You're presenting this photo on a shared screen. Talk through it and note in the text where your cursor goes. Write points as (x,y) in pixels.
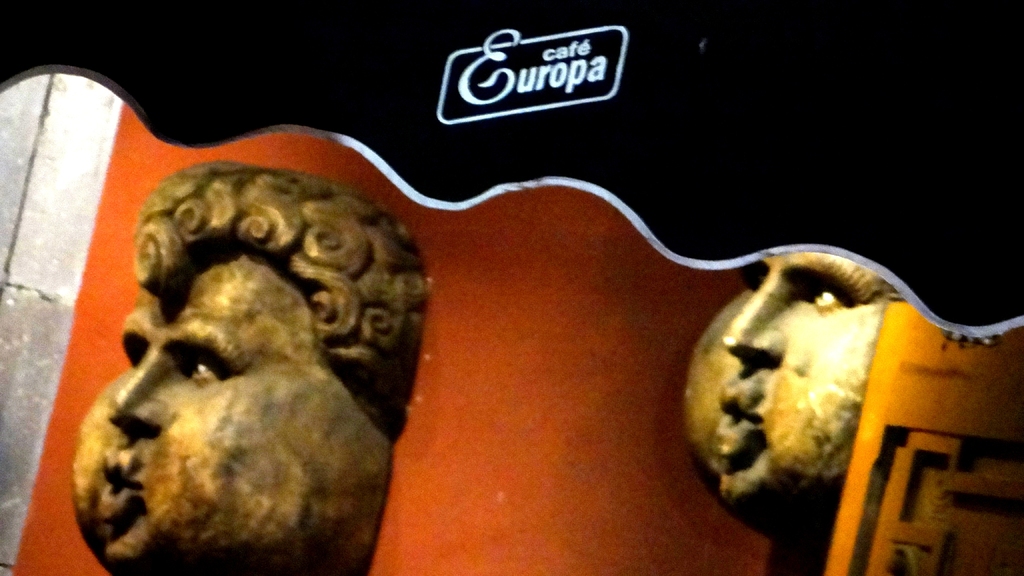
In this image, we can see a sculpture (804,453). In the background (452,213), we can see the red color. In the right corner (895,306), we can also see a wooden object (845,508). At the top (666,5), we can see black color and some text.
